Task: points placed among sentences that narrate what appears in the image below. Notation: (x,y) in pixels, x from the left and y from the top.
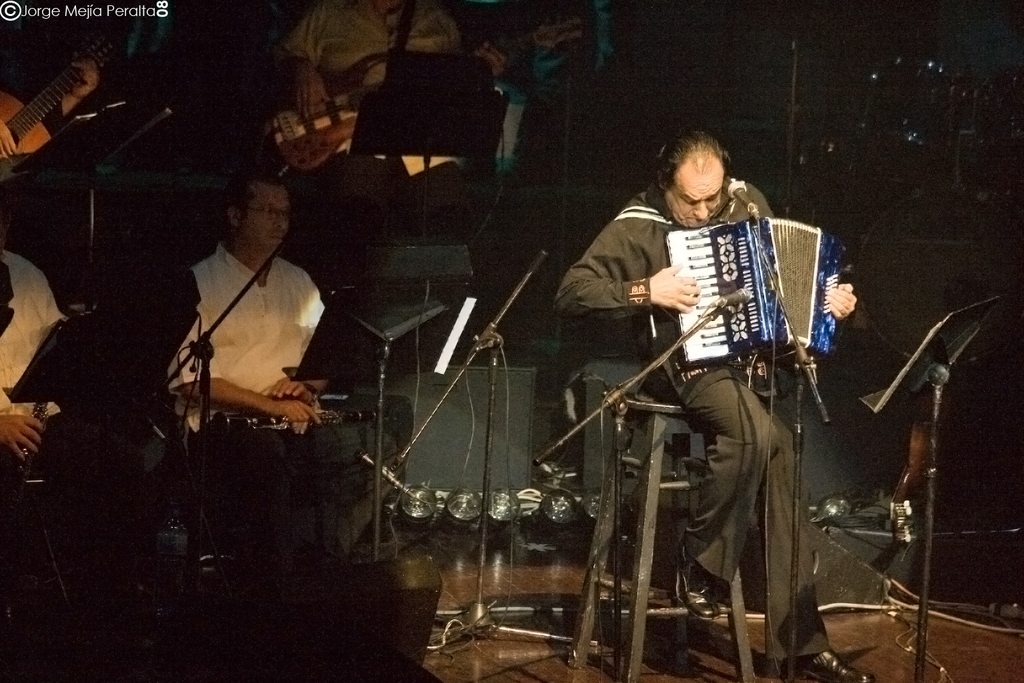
In this image I can see few people (308,481) with musical instruments (45,99). And at the top left corner of the image (135,9) there is a watermark (85,16).
